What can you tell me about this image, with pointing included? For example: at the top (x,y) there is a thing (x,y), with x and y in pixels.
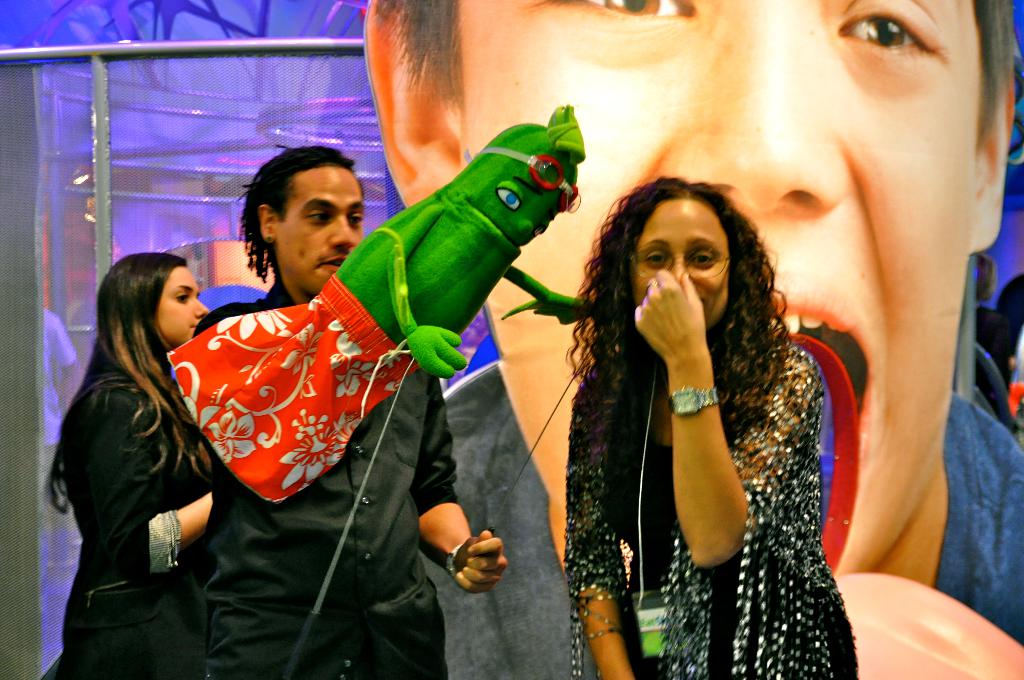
In the image we can see two women (135,443) and a man (451,496) standing and wearing clothes (672,537). Here we can see a toy (381,284) and the right side woman (768,510) is wearing a wrist watch (693,399), spectacles (690,261) and identity card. Behind them there is a poster (793,147) of a person (740,79).
